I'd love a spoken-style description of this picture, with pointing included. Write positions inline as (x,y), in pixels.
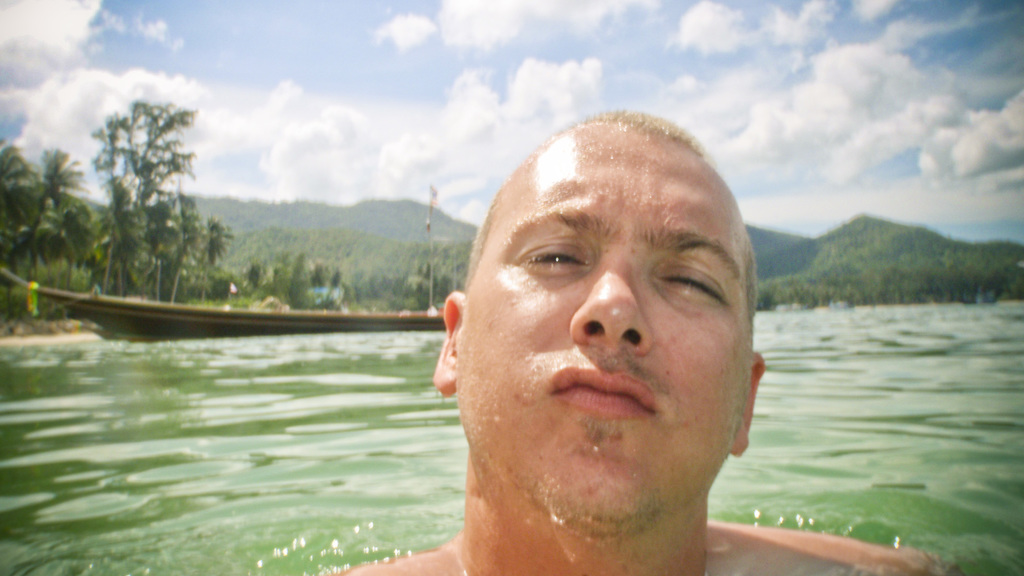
In this image, we can see some water (329,521) with a person (591,536). We can also see a ship (209,324). There are a few trees (163,252) and hills (261,230). We can also see the sky (572,97) with clouds (689,29).
